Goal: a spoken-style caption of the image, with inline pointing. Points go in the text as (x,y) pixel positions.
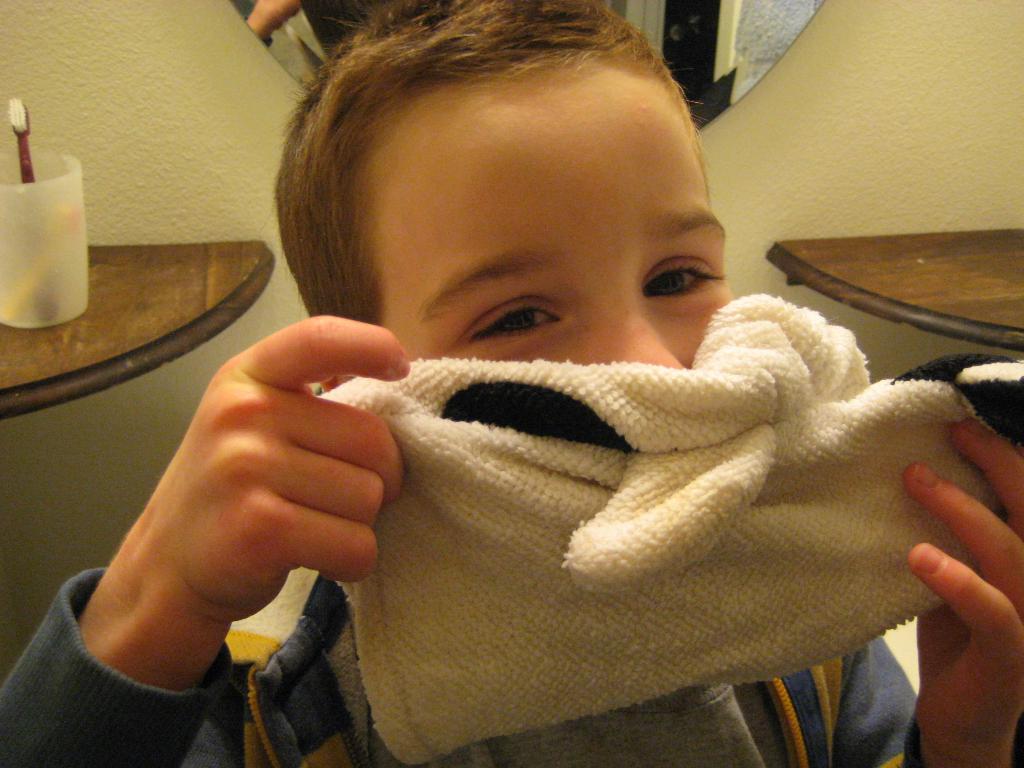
In this image we can see a boy (471,326) holding a cloth (646,522), behind to him, there is a mirror (727,56) on the wall (797,58), there are wooden shelves (166,252), we can see a toothbrush (23,174) in a glass (65,282), which is on the shelf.
